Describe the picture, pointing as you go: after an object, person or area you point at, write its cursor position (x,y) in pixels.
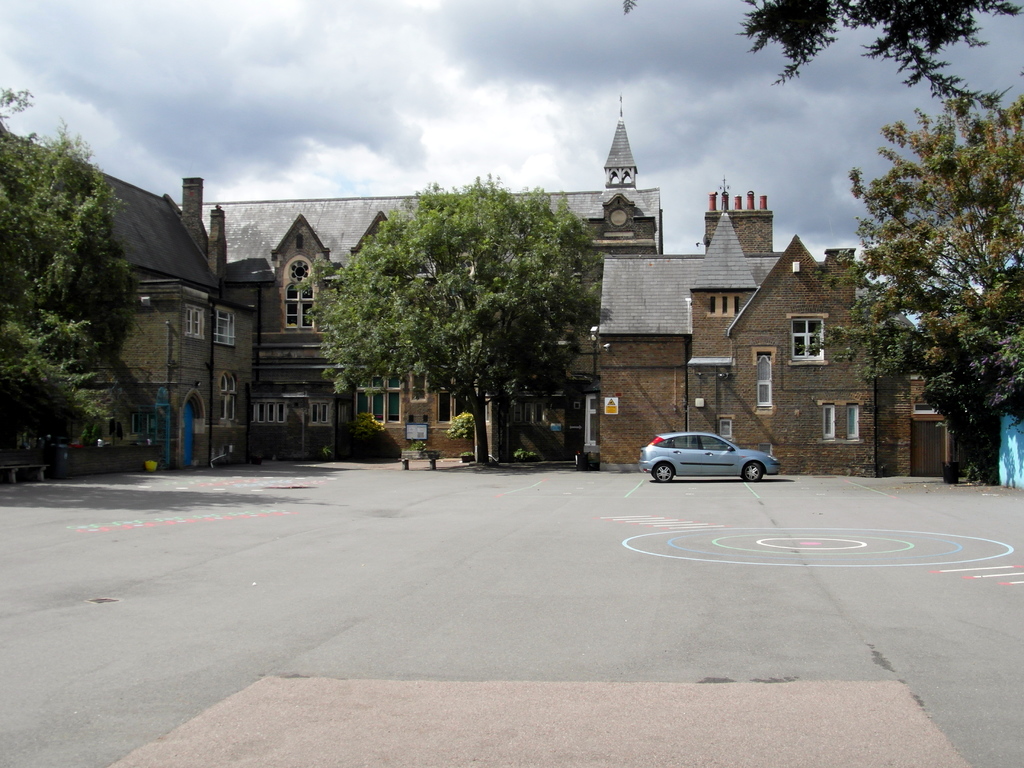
In this image at front (399,573) there is a road (497,605). At the back side (435,345) there are buildings (750,290), trees (527,314), car (683,453) and a bench (16,471). At the background (267,75) there is sky (373,82).
